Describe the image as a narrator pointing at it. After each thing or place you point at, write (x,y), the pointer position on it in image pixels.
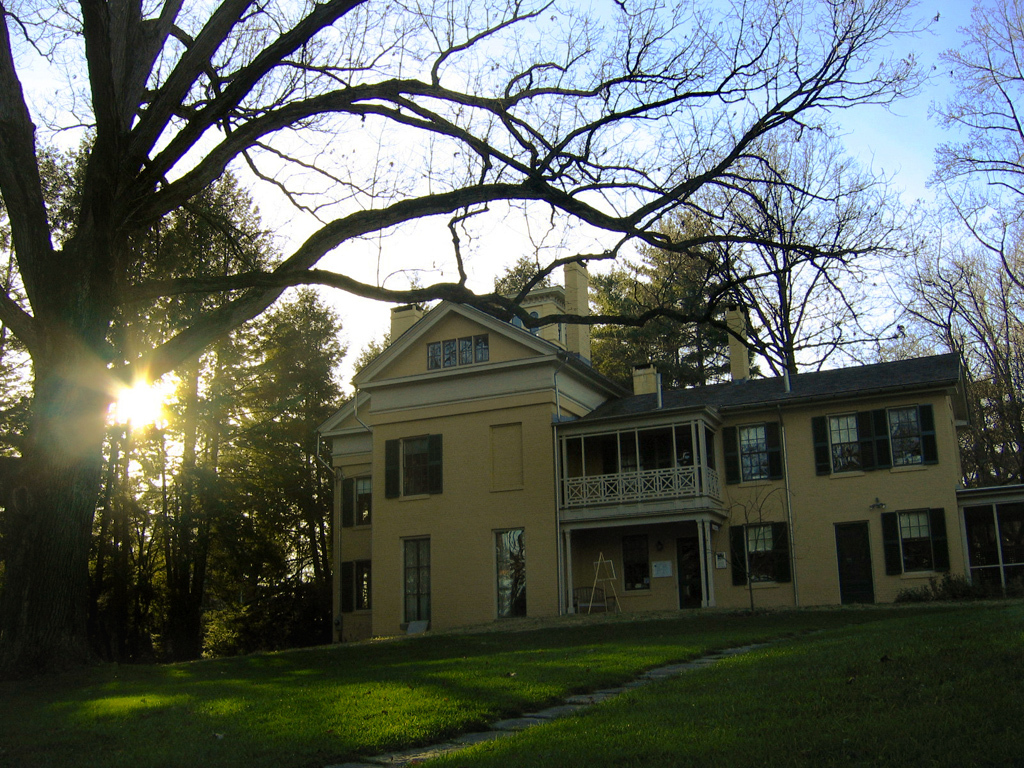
In this image I can see many trees (127,557) and the building (574,544) with railing (603,482) and the windows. In the background (346,130) I can see the sun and the sky (331,185).
